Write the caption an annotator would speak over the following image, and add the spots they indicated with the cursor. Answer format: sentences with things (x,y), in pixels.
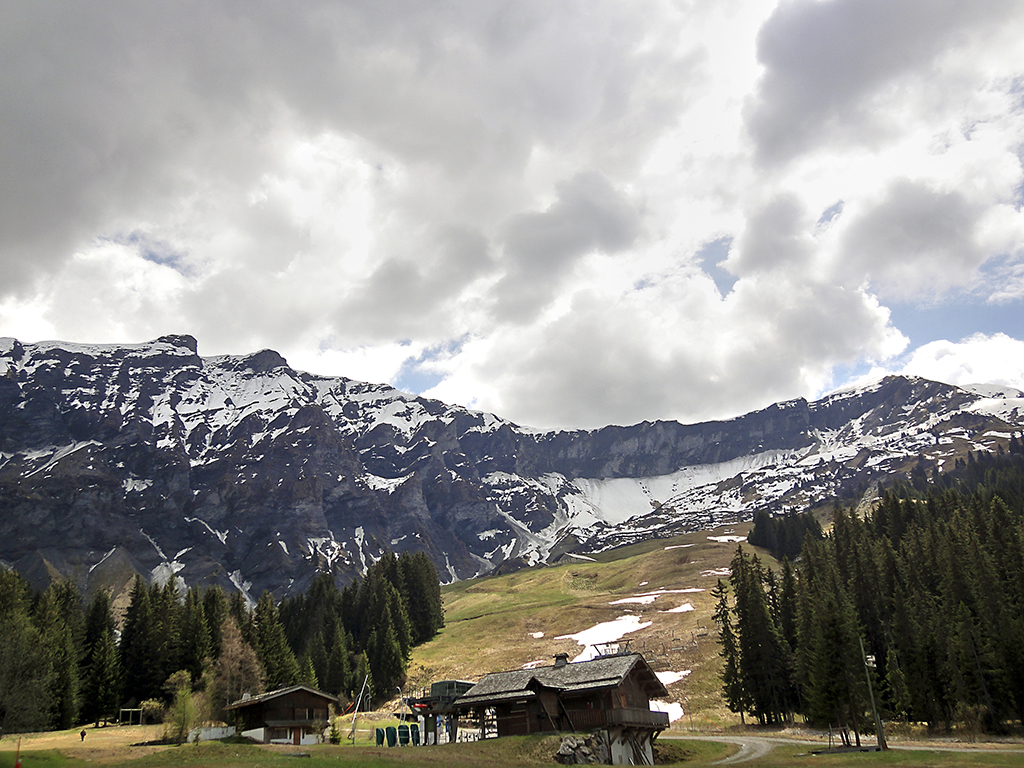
At the foreground of the image (461,727) there are some houses (321,734), road (993,751) and at the background of the image (903,620) there are some alpine trees (414,629), snow mountains (398,529) and cloudy sky (522,306).
